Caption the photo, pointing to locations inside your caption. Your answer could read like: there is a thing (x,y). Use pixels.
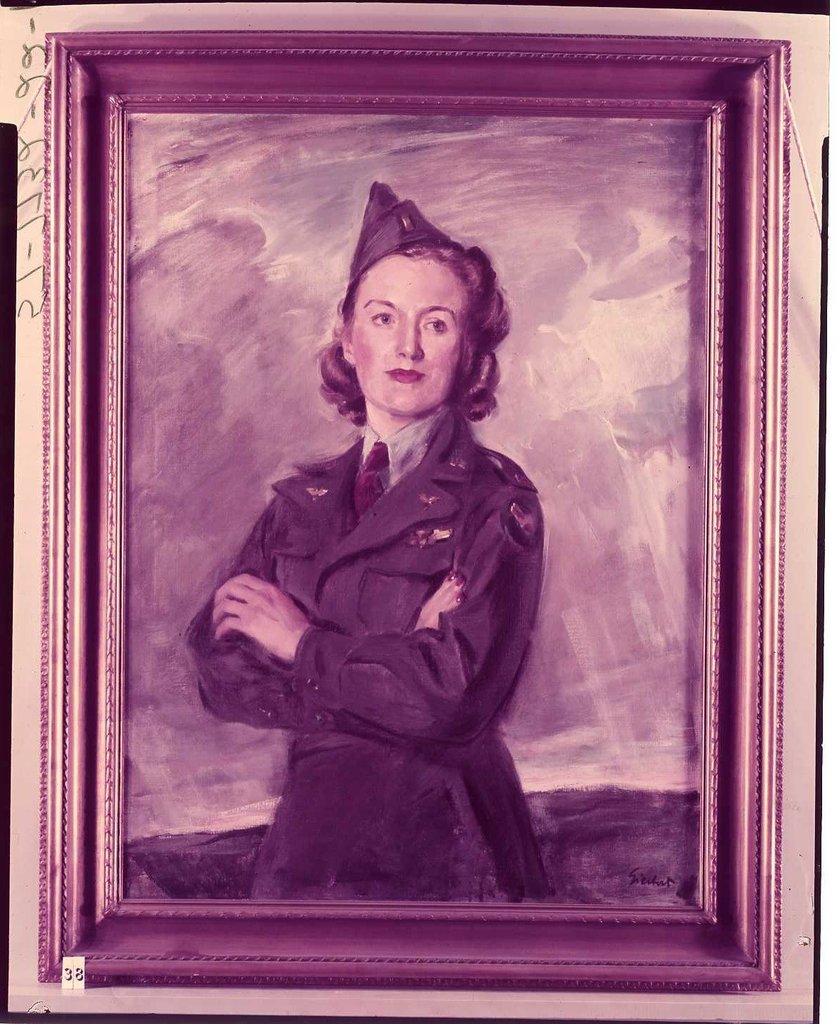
In this image, we can see a painting (462,584) with frame (539,49). In this painting (374,641), we can see a woman (378,558). Left side of the image (38,281), we can see some text (20,206). At the bottom (68,979), there is a tag (79,973) we can see.
